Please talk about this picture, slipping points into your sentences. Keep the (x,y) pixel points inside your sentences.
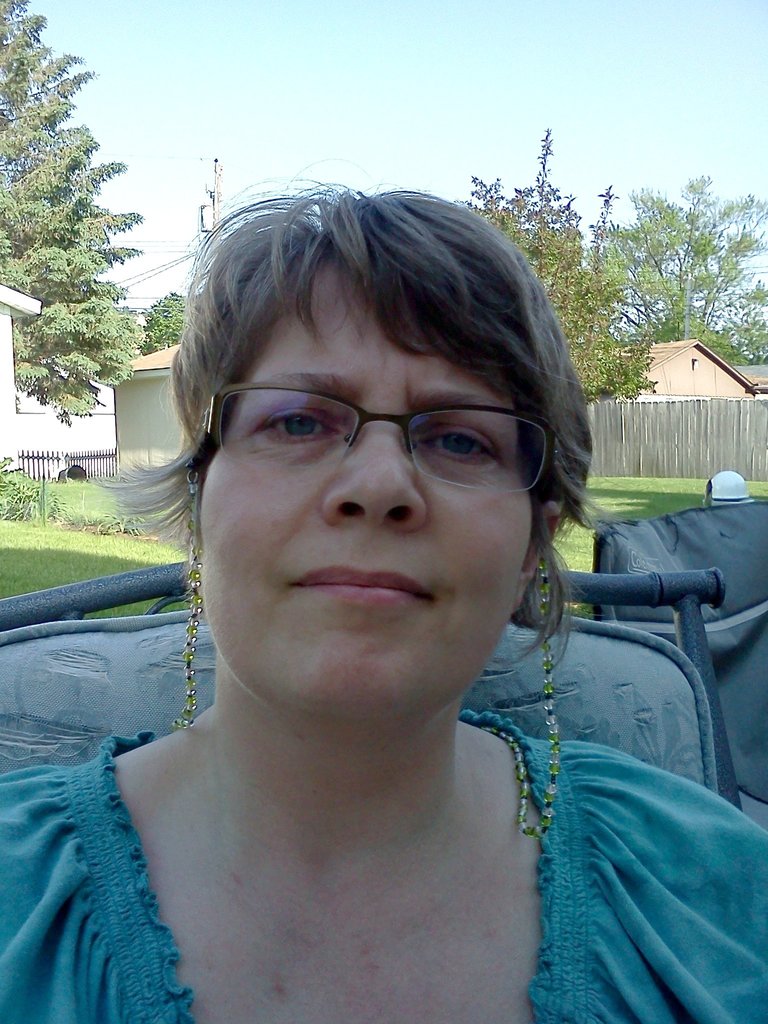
In this image we can see a woman (310,563) sitting on a chair (658,733). We can also see a chair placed beside her. On the backside (31,545) we can see some grass (46,534), houses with roof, fence (712,469), a pole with wires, a group of trees (154,323) and the sky (469,112) which looks clear.
